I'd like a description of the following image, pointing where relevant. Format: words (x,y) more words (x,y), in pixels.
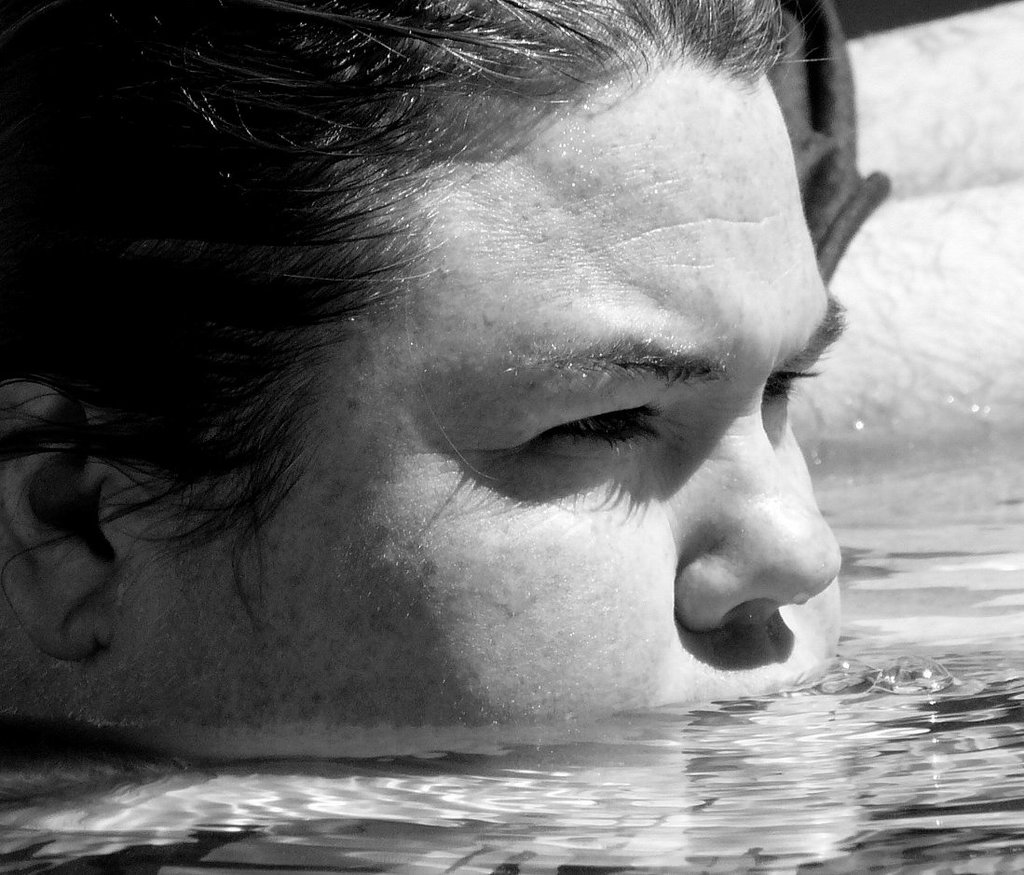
As we can see in the image there is water (859,733) and human face (412,503). In the background (981,95) there are human limbs (926,359).
